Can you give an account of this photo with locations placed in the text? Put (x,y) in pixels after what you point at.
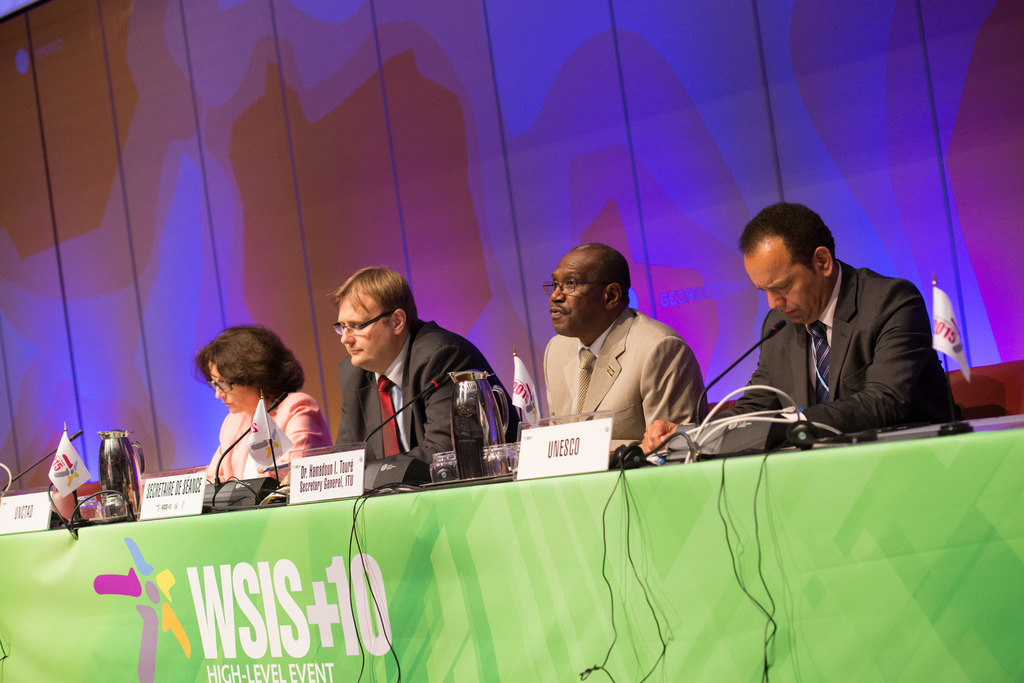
In this picture I can see few people (761,381) seated and I can see few jars (139,470) and few name boards (149,496) and microphones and few flags (940,318) on the table (467,555) and I can see a banner (195,581) with some text (296,613) on it.
